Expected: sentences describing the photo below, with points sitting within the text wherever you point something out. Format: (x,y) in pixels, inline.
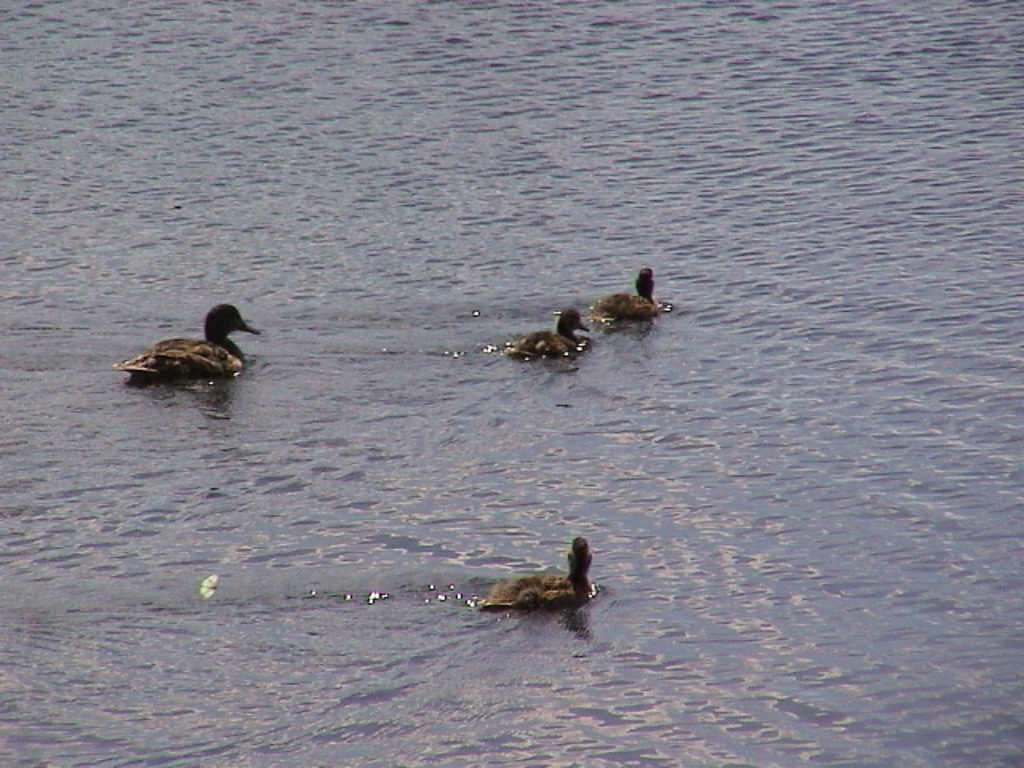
In this picture, we see four ducks (566,332) are swimming in the water (538,494). This water (532,431) might be in the pond (538,480) or in the lake (746,484).
